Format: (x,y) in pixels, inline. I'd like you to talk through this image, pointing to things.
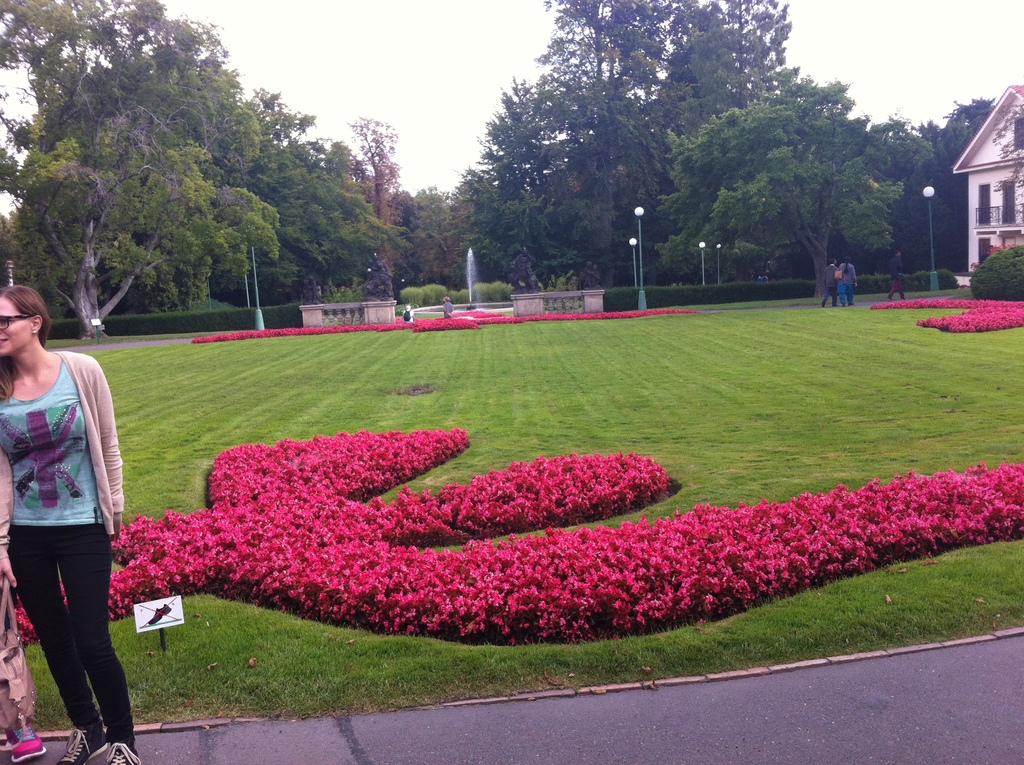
In this picture, we can see a few people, road (903,758), ground (658,427) with grass (798,368), flowers (609,461), poles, lights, fountain (469,293), poster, building (968,192), trees (796,206), and the sky (860,76).
